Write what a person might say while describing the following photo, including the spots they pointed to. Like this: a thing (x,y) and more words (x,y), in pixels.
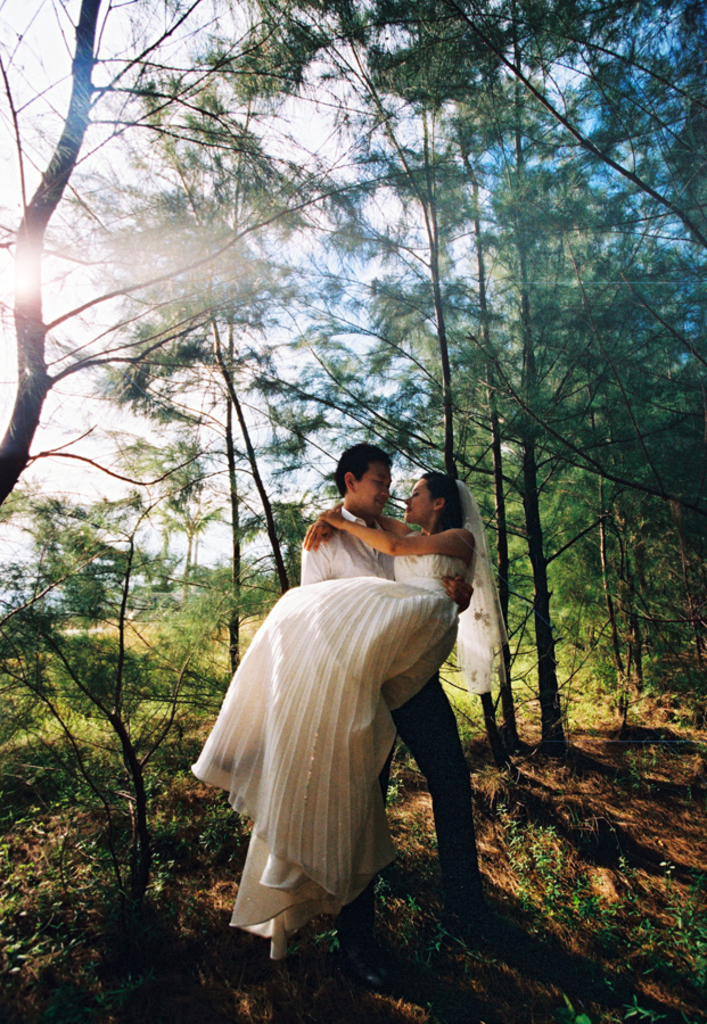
This is the picture of a place where we have a person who is lifting the lady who is in white gown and behind there are some trees (101,586) and plants (101,586).
